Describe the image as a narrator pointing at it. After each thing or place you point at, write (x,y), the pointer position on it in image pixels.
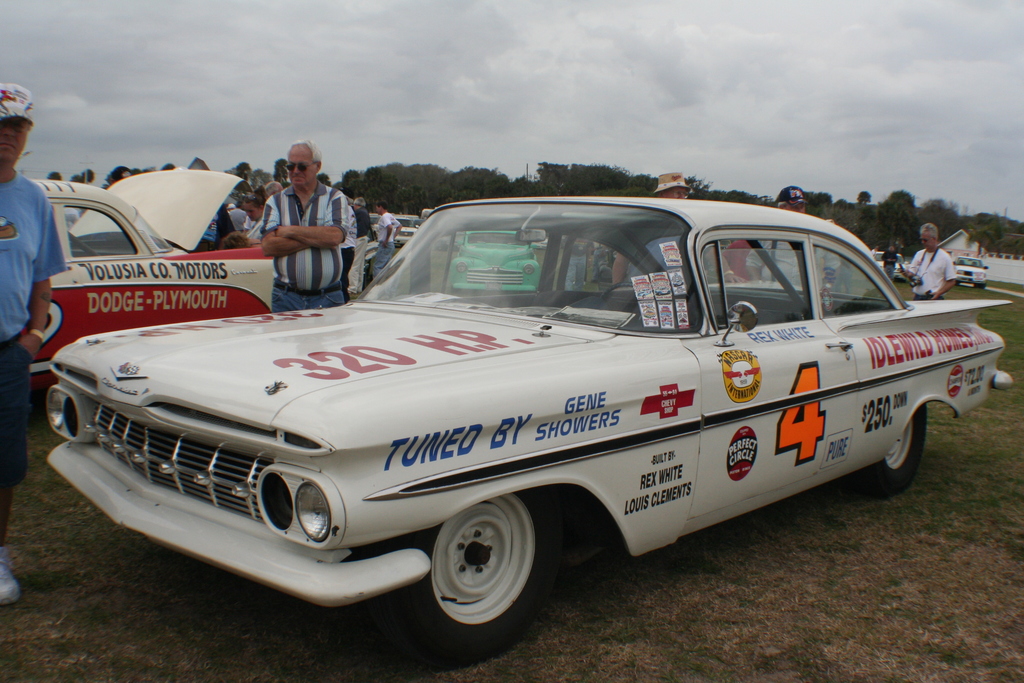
In this Image I can see few vehicles (334,338) in different color and few people (296,271) are standing and few are holding something. Back I can see trees (983,228) and a house (975,244). The sky (628,91) is cloudy.
